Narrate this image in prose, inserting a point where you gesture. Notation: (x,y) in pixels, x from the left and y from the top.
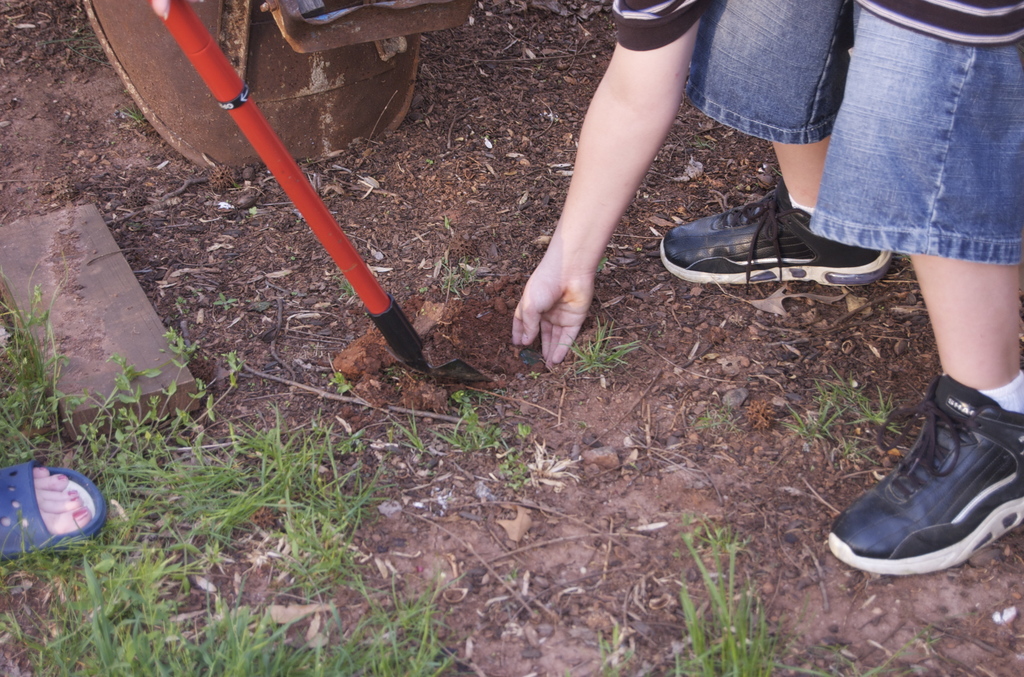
In this picture we can see a hand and legs (927,288) of a person (783,270) wearing black shoes (768,250). Here we can also see a spade (207,45) and grass (230,497) on the ground (307,496).
